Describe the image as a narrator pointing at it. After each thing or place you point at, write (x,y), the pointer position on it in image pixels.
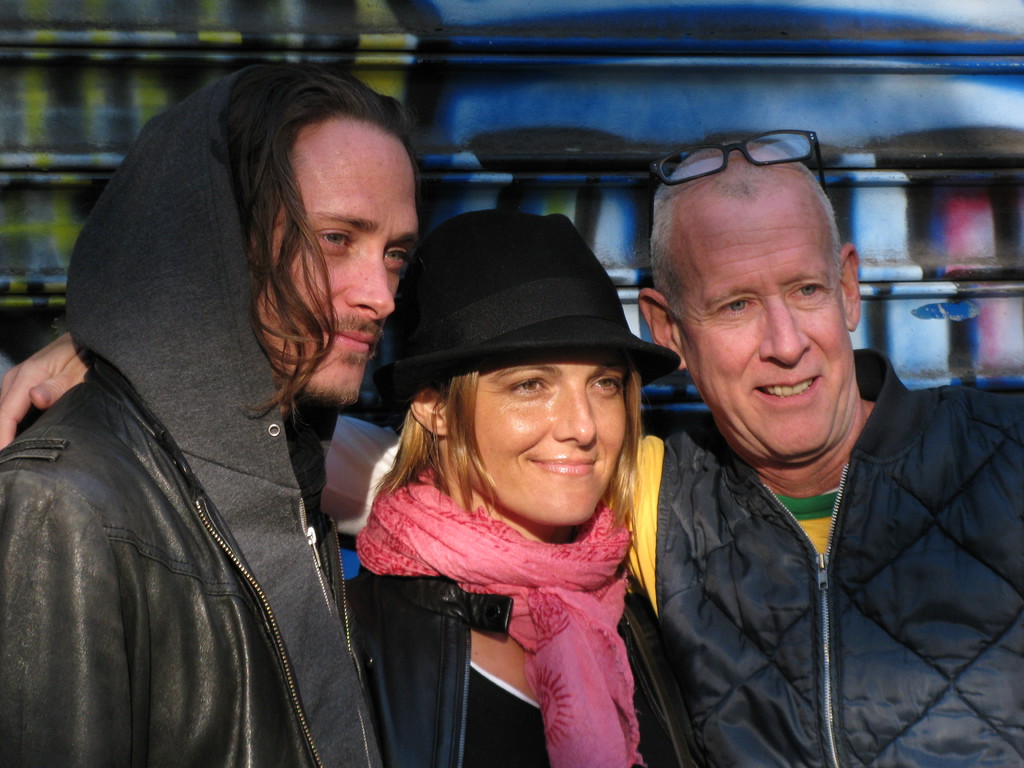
In the center of the image (677,506) we can see three persons (519,546) are standing and they are in different costumes (573,588) and we can see they are smiling. Among them, we can see one person (450,586) is wearing a hat (495,314). In the background (635,289) there is a shutter (581,170). And we can see some painting (597,208) on the shutter (515,164).
